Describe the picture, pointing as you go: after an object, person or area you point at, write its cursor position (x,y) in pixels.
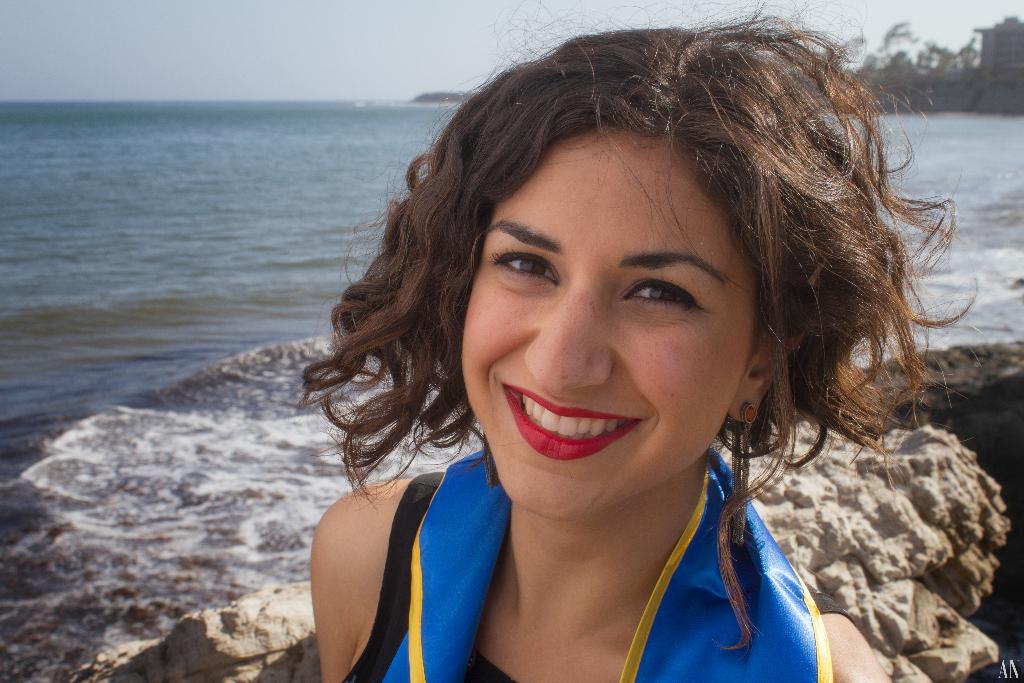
There is a woman (598,316) smiling. In the background (975,458), there are rocks (857,509), there are tides (210,312) of the ocean (273,156), there are trees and there is sky (279,35).
